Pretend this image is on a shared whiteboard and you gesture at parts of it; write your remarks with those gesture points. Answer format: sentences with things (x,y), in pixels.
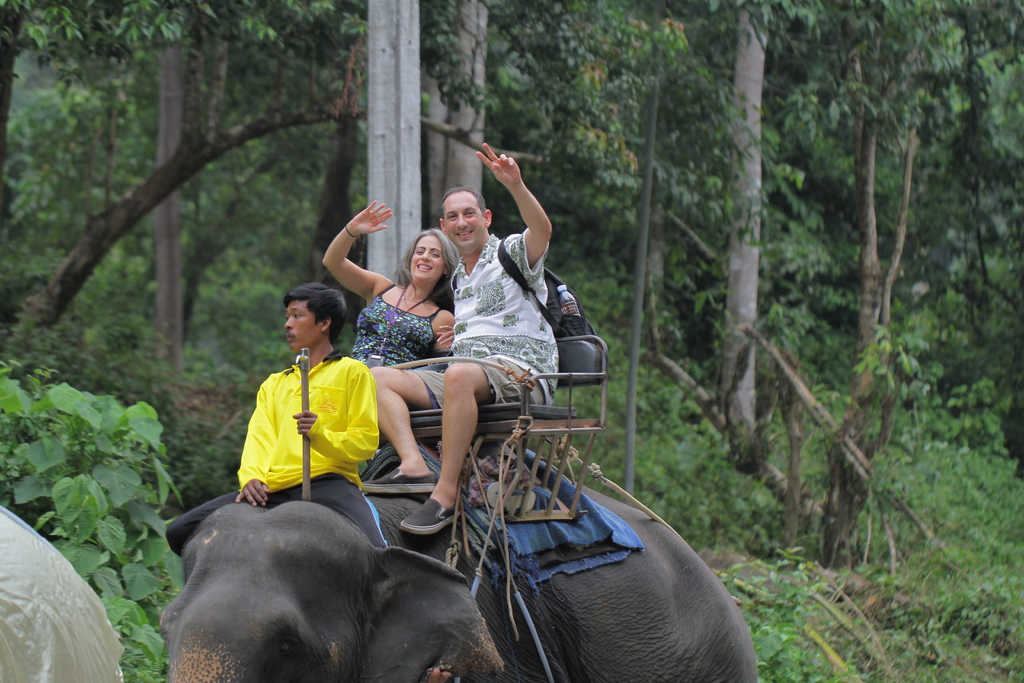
In this image I can see three members (484,343) sitting on the elephant (650,553). At the back side (551,166) there are trees (253,99).
